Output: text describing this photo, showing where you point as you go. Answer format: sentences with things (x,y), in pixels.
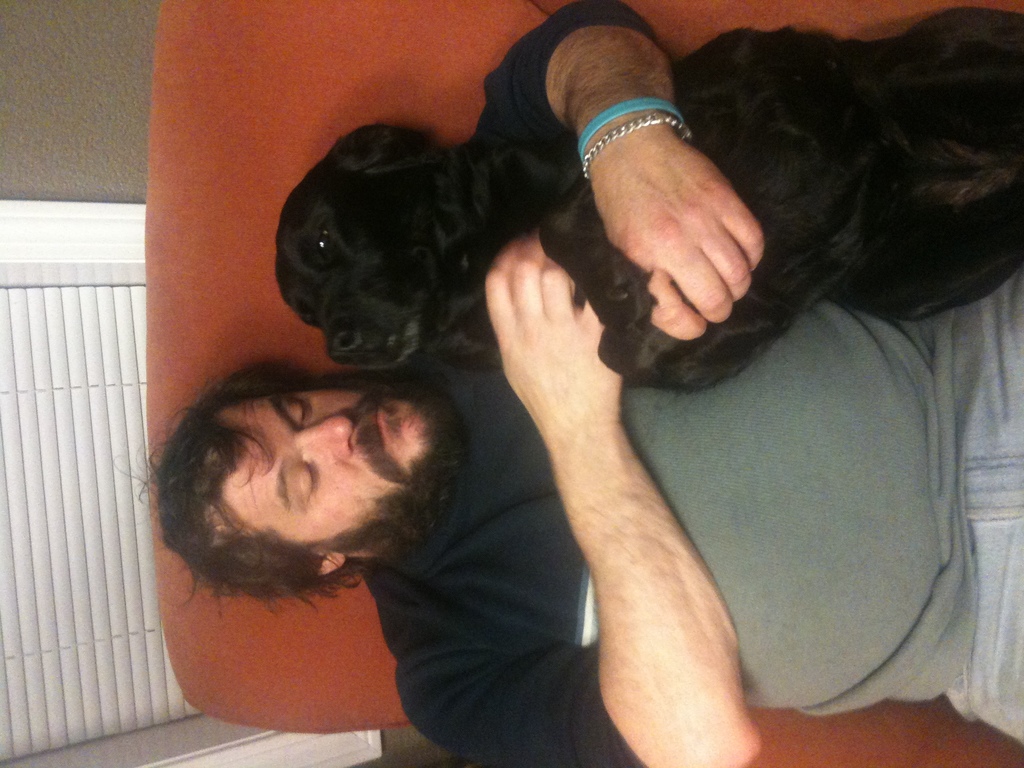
A man (371,446) is laying on a couch (263,248) by holding a dog (572,181) in his hand (517,348). A man (594,495) has a bracelet (655,123) to his hand (609,152) and a band (609,115) next to it. In the background (92,127) we have a wall (34,118) and a window (31,397).
